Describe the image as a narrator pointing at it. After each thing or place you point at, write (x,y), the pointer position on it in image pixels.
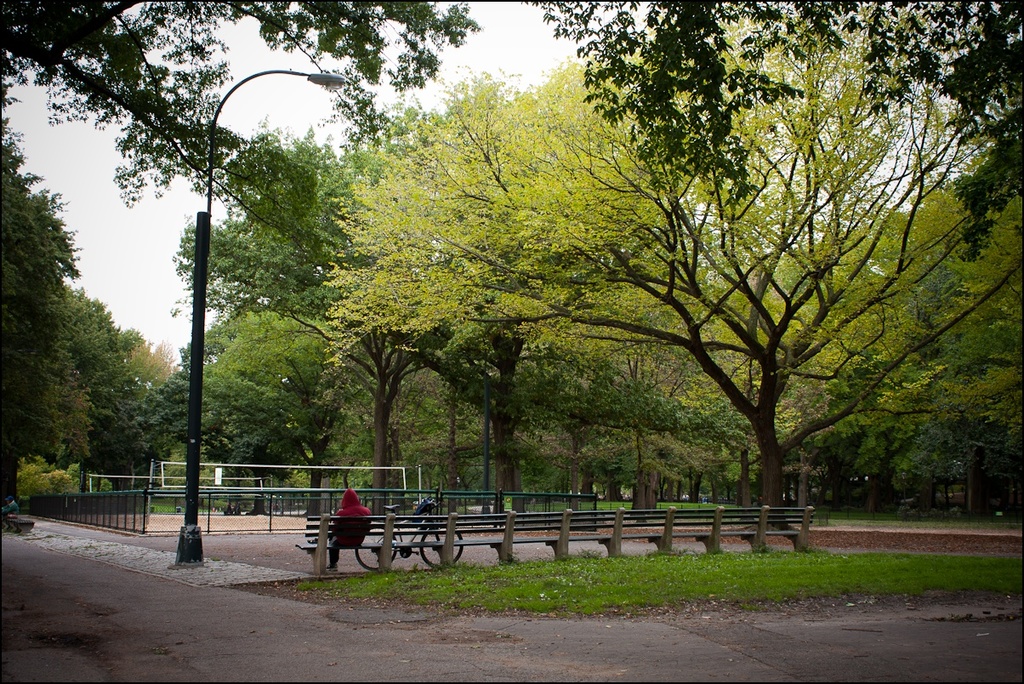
This picture is clicked outside. In the center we can see a bicycle (411,539) and a person (357,522) sitting on the bench (762,530) and we can see the green grass (545,576), lamppost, trees (220,375) metal rods (419,487) and on the left corner (6,500) we can see a person like thing (8,524) and we can see some other objects (210,472). In the background (126,284) we can see the sky (161,214).
